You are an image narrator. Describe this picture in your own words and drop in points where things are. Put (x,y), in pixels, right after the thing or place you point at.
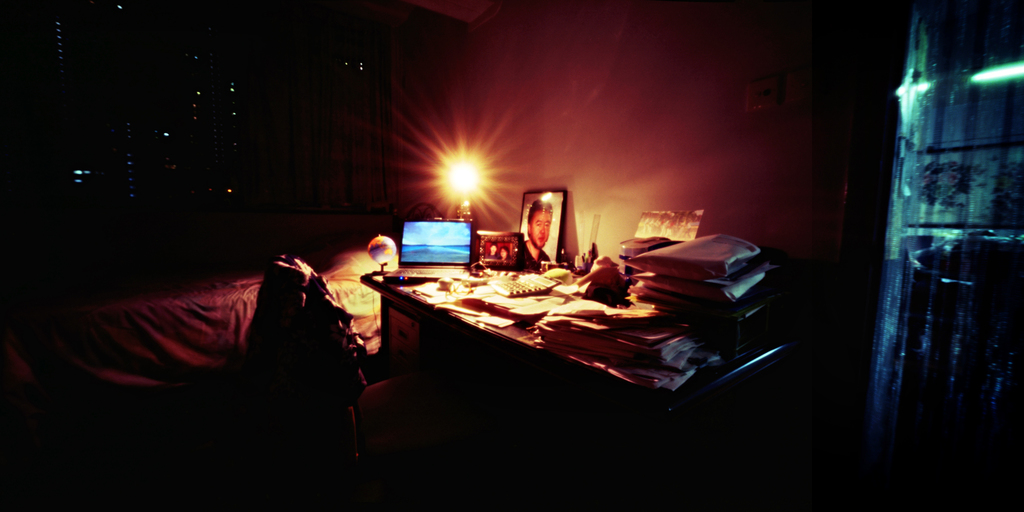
In this image I can see chair (310,418), table (409,353) and bed (230,278). Above the table (402,286) there is a laptop (443,224), pictures (541,221), light (467,159), papers (522,312) and objects (724,308). On the right side of the image (933,275) there is an object (929,231), picture (930,211) and light (995,68). On the left side of the image (63,97) it is dark.
